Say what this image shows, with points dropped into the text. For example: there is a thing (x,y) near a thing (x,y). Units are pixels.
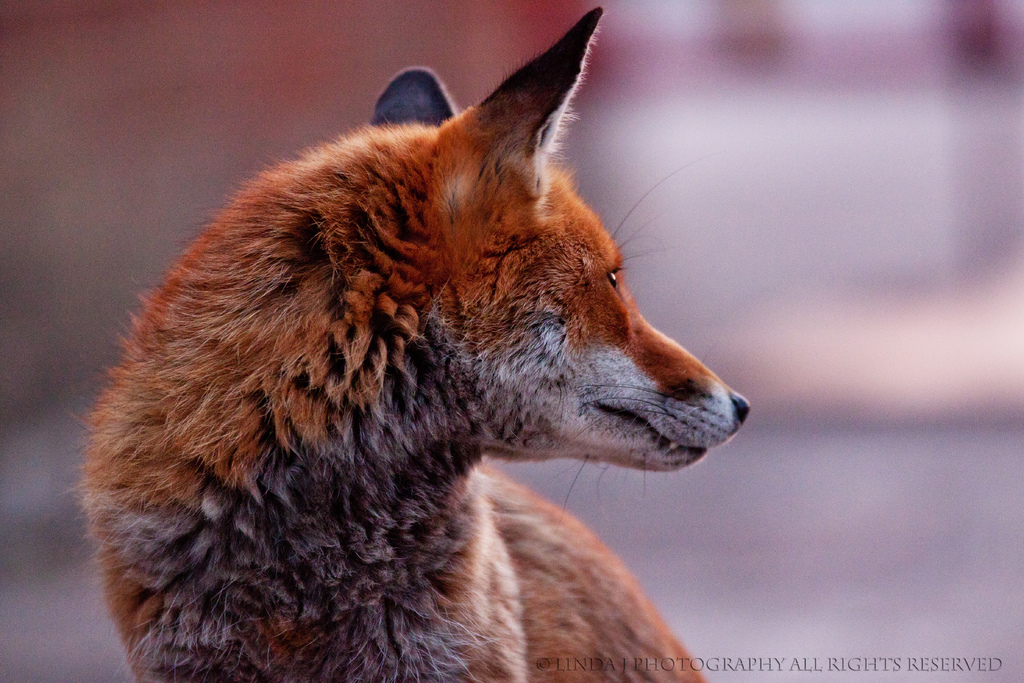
In the picture I can see a red fox (455,356) and there is something written in the right bottom corner (873,671).
